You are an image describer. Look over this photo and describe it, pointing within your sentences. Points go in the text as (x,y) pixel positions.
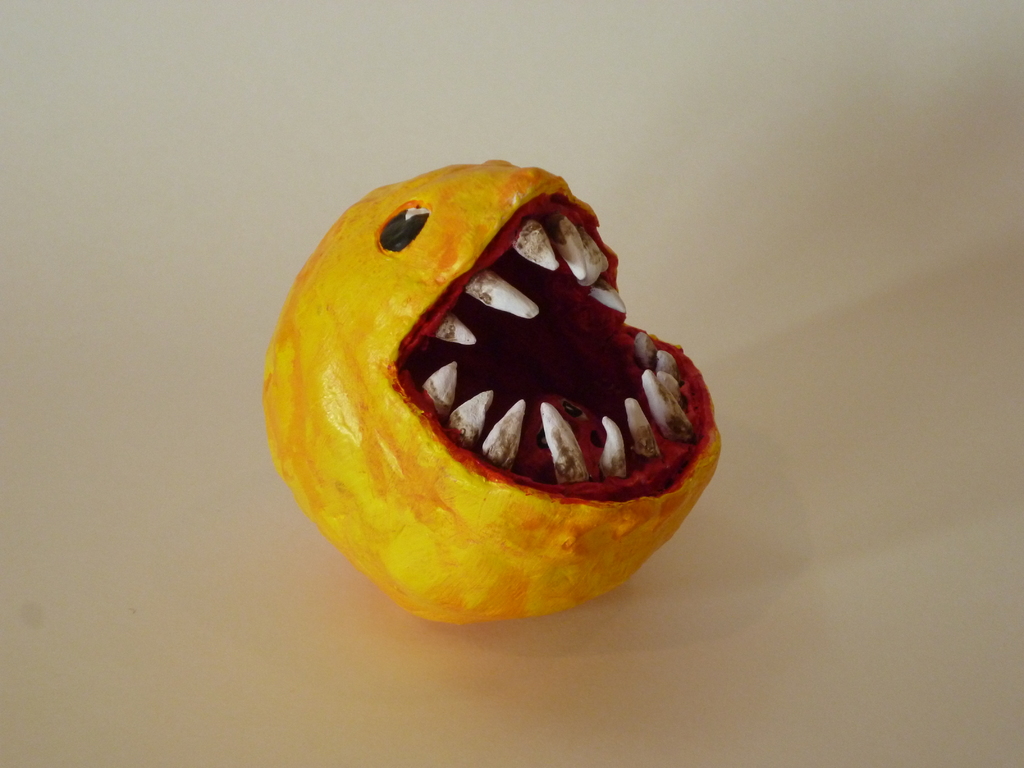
In this image I can see a yellow colour thing (438,313) over here.
